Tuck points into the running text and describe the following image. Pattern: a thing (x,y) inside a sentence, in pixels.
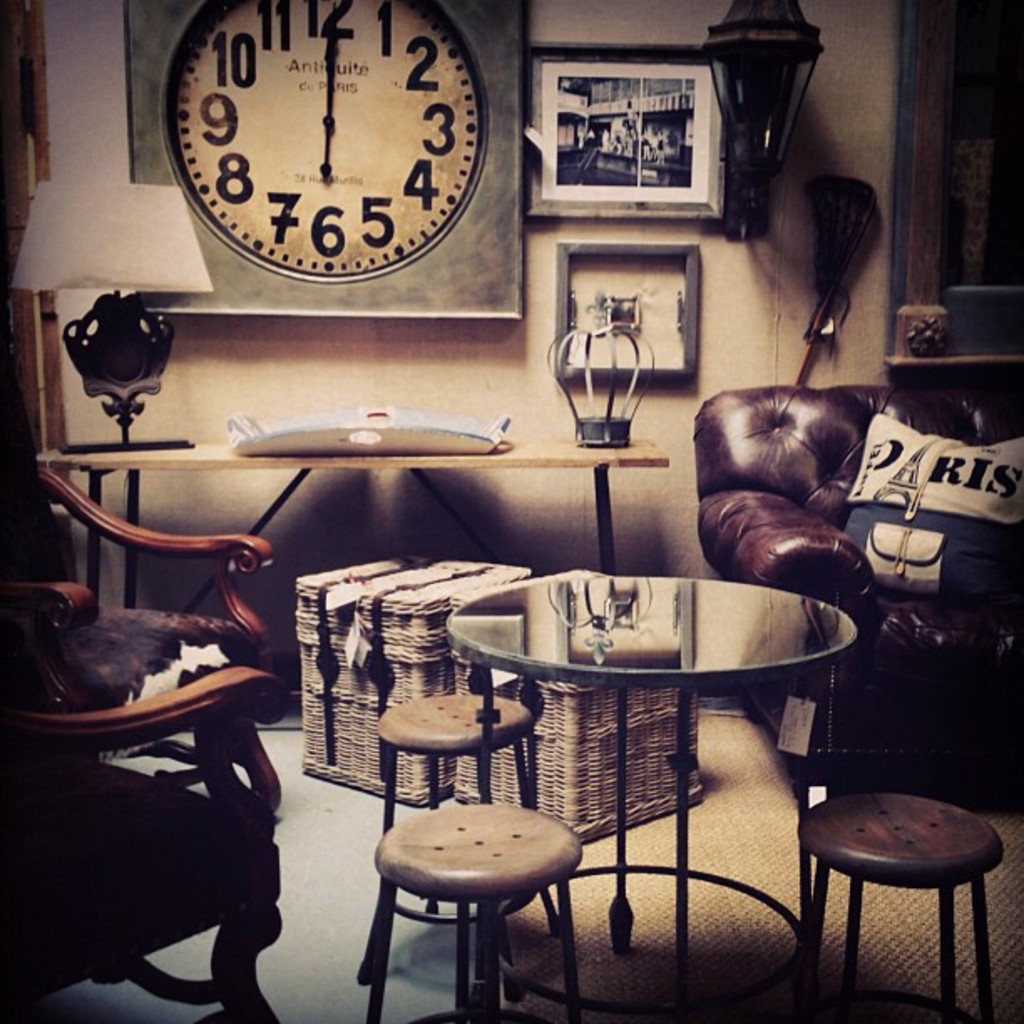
in the picture we can see a living room (380,272) with a clock (387,160) on the wall (527,105) and a frame (624,138), with a lamp (727,160) near to the frame (586,188), there was a table (137,458) near to the wall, on the table (185,454) we can see a table lamp (36,264), near to table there was a chair (5,777), tables (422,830) and a sofa (726,546), in the sofa (845,535) we can see a cushion (911,523).
